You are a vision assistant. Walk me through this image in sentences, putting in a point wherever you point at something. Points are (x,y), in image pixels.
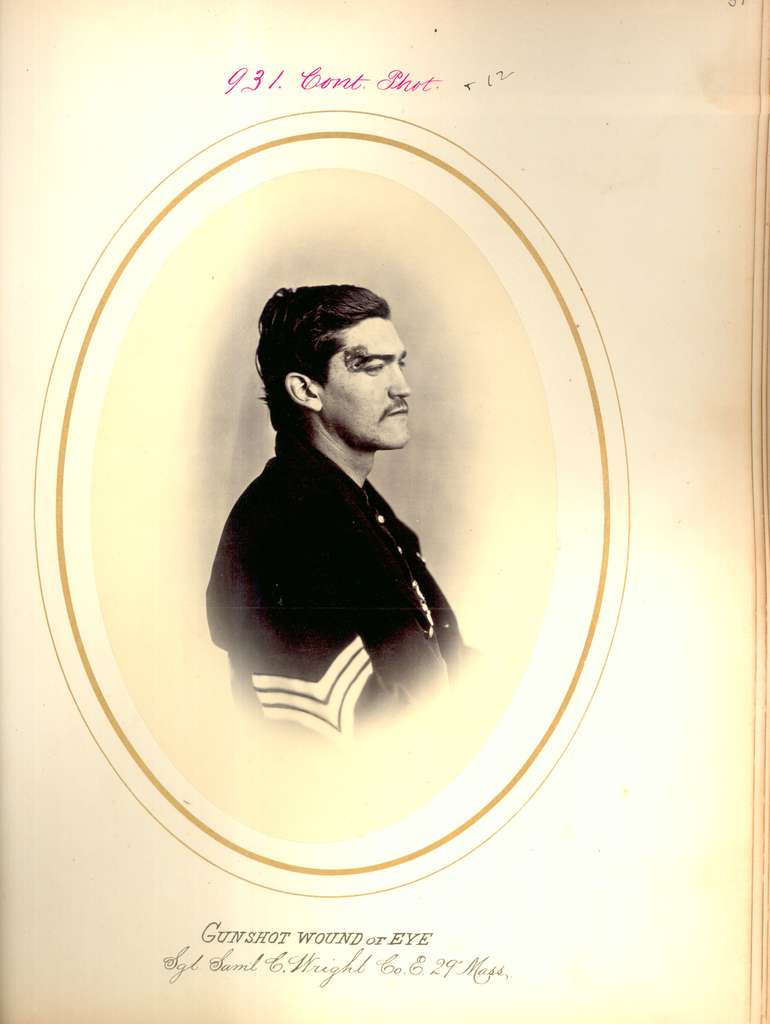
In this picture we can see a book (612,326), on this book (244,436) we can see photo of a man (254,554) and some text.
